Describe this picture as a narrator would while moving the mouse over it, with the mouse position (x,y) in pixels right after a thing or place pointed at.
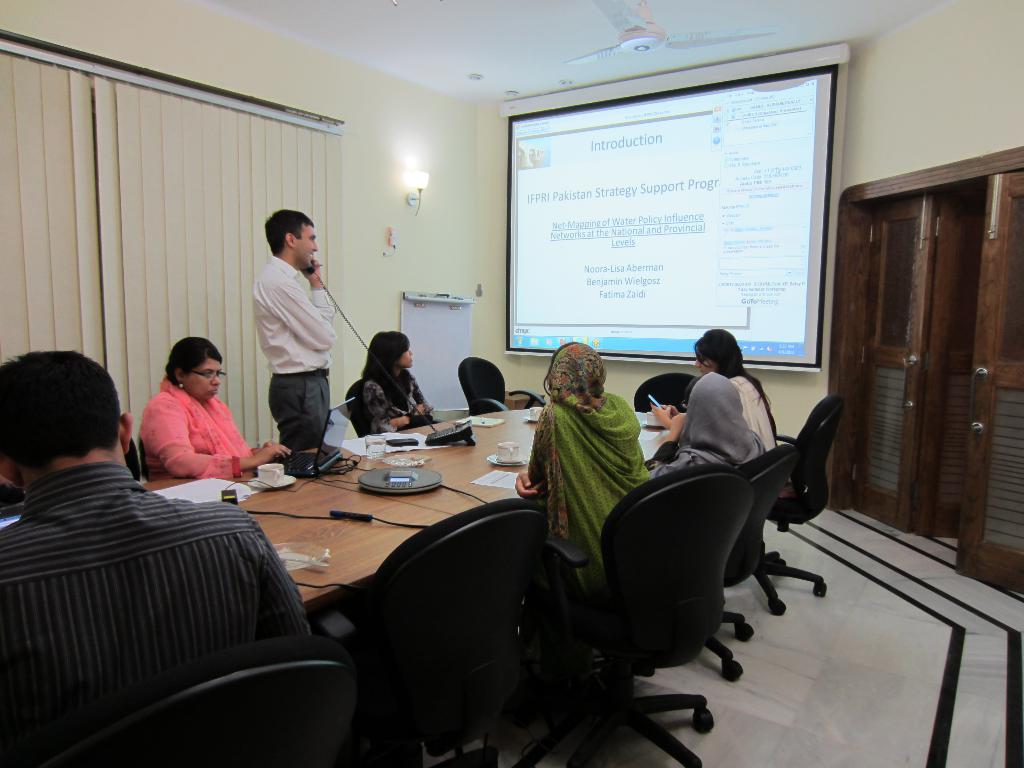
In the image we can see there are many people (150,519) wearing clothes (149,515) and they are sitting on the chair (444,590). There is a person (295,350) standing. There is a table (263,500), on the table (274,494), we can see a tea cup (275,475) and saucer (290,480), this is a cable wire (315,518), telephone (382,481), paper (239,488) and glass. This is a projected screen (614,212), light (427,177), window (187,194), fan (637,26), floor (874,687) and a door (913,511).
